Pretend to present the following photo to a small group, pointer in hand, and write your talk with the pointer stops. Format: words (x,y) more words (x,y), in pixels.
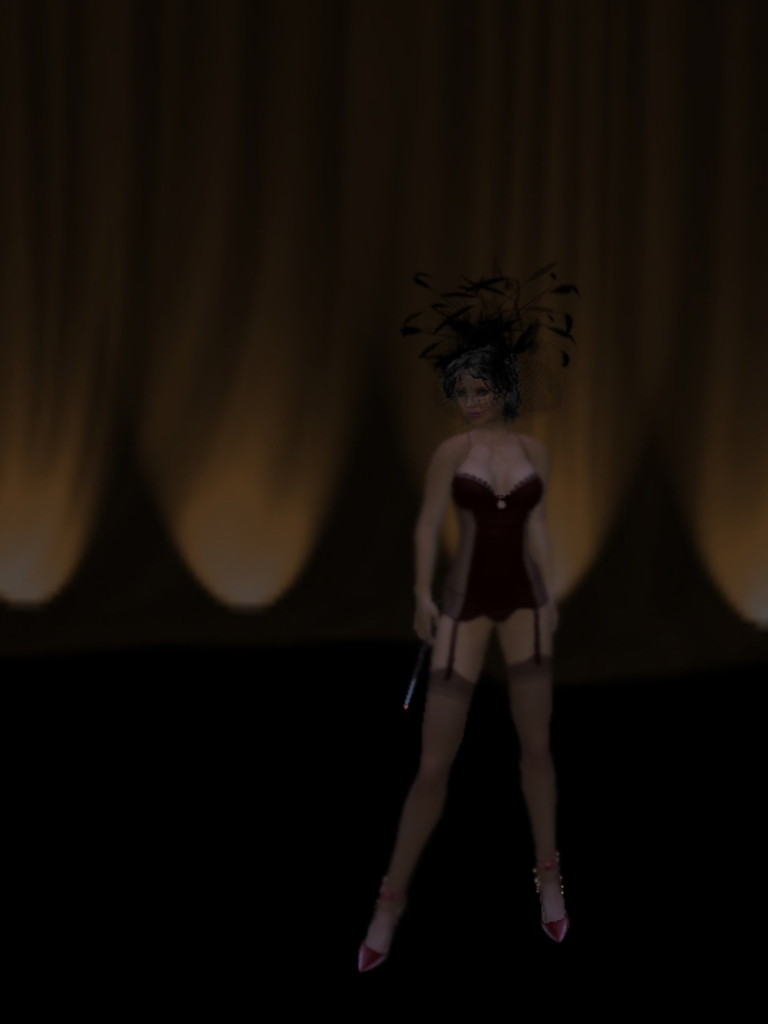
This image is an animation. In the center of the image (444,642) there is a lady (533,645) standing. She is wearing a costume (516,538).
